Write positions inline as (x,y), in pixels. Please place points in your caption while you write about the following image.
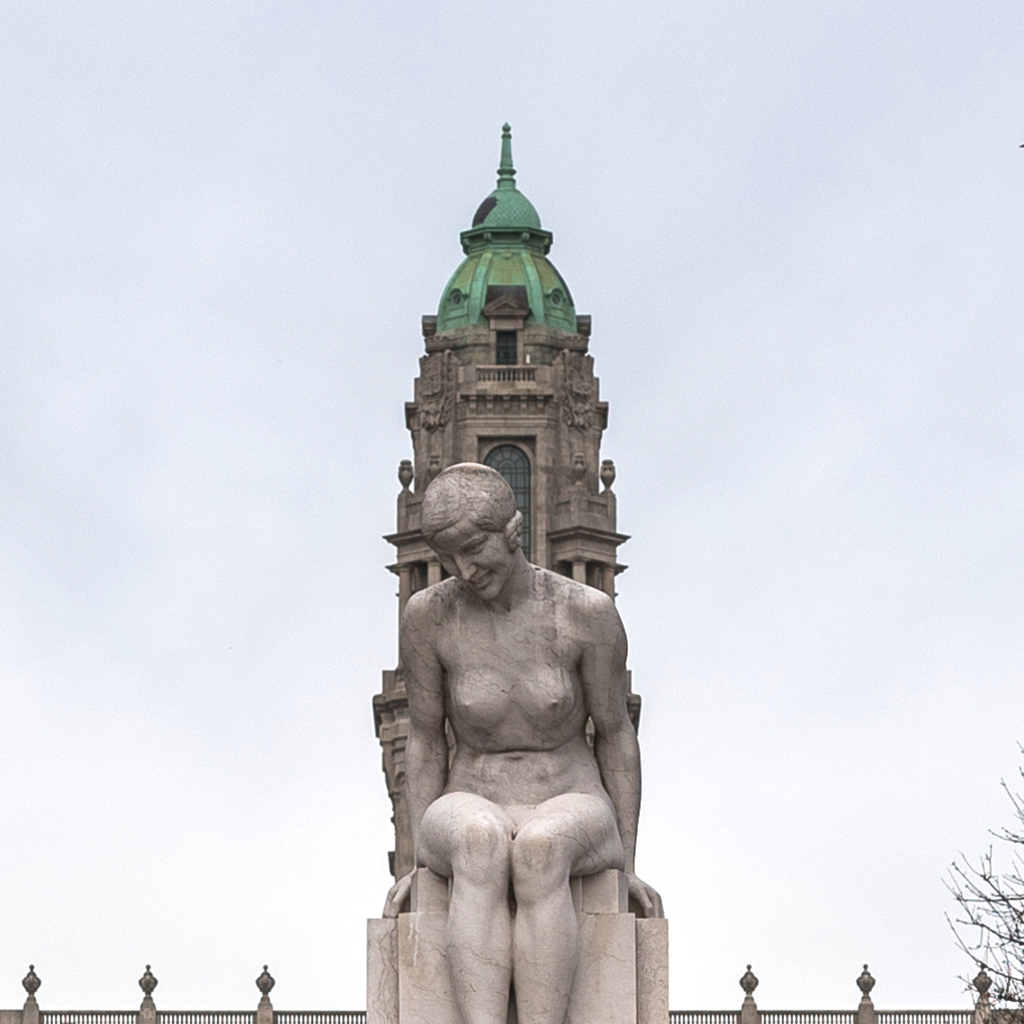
In the center of the image (492,560), we can see a sculpture (557,903) and in the background (467,406), there is a tower (537,277) and we can see railings (952,1013) and a tree (984,919). At the top (612,187), there is sky (709,215).
